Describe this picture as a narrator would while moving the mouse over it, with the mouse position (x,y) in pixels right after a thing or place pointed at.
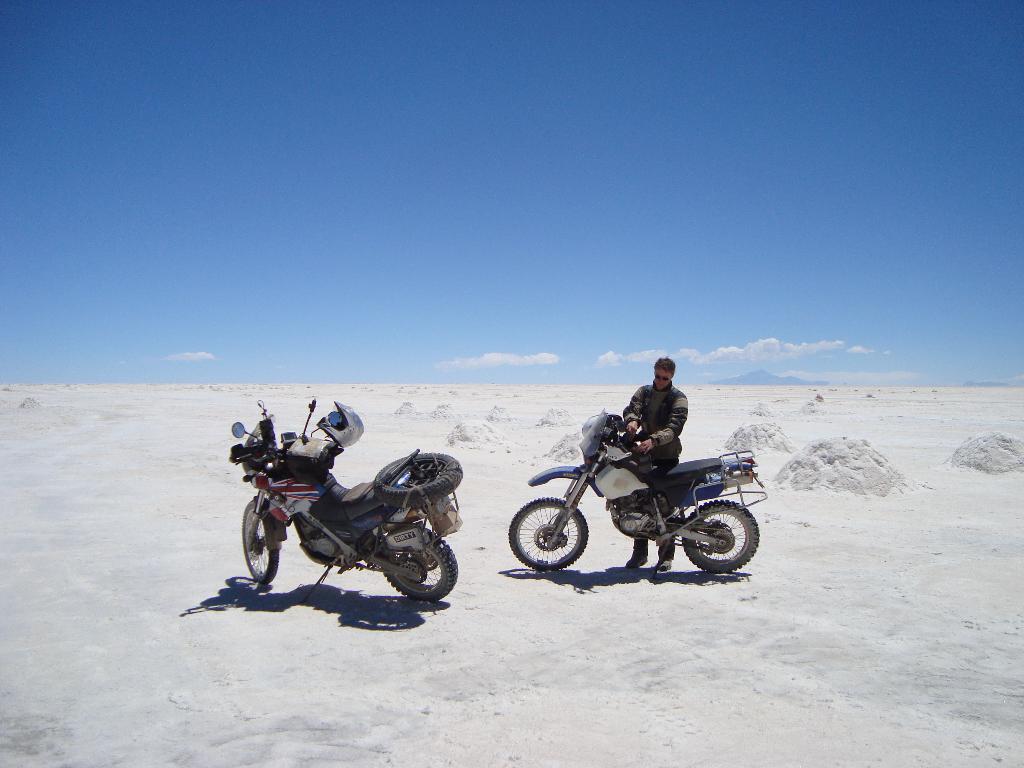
In this image I can see the person (659,454) standing in-front of the bike (676,507). I can see two bikes (520,550) on the sand (540,683). In the background (537,376) there are clouds (543,364) and the blue sky (493,241).
